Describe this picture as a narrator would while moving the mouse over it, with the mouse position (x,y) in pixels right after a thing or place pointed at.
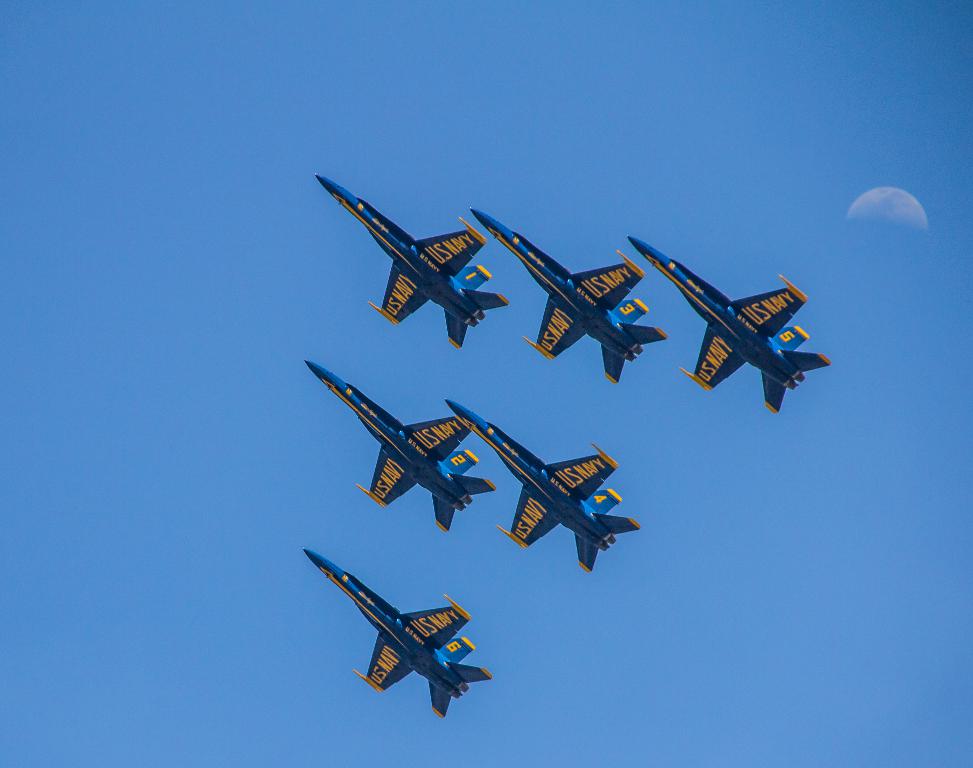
In this image we can see planes (582,327) flying in the air (445,103). In the background (75,587) we can see sky (710,169) and moon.
